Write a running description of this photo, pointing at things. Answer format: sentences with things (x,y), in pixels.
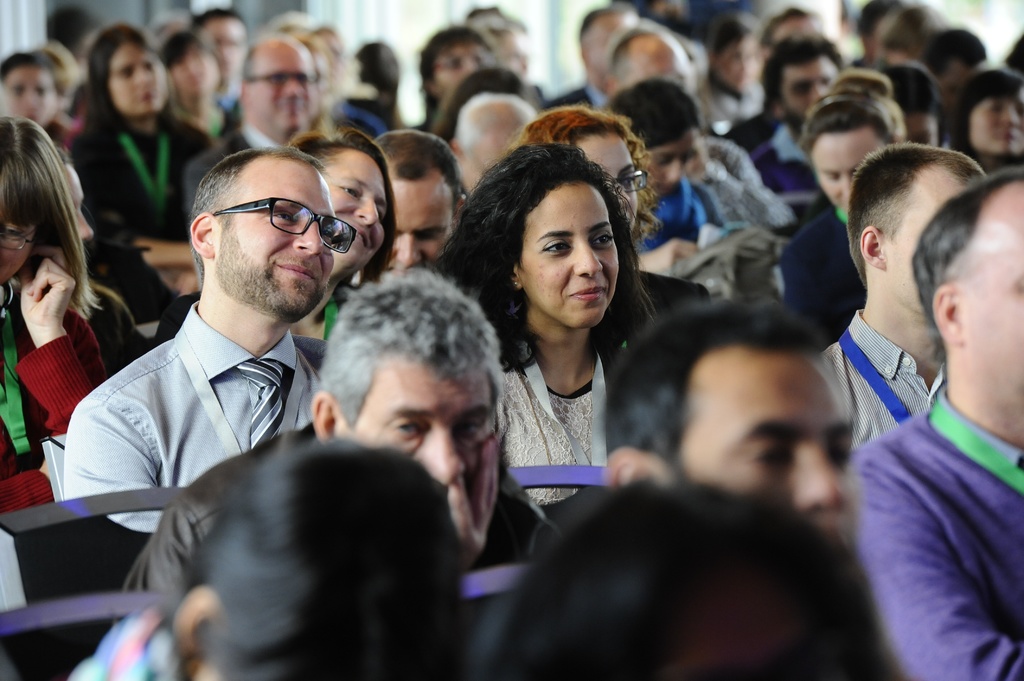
In this image I can see number of people (478,125) are sitting. I can see few of them are wearing specs (333,225) and I can also see this image is little bit blurry in the background (965,23).
